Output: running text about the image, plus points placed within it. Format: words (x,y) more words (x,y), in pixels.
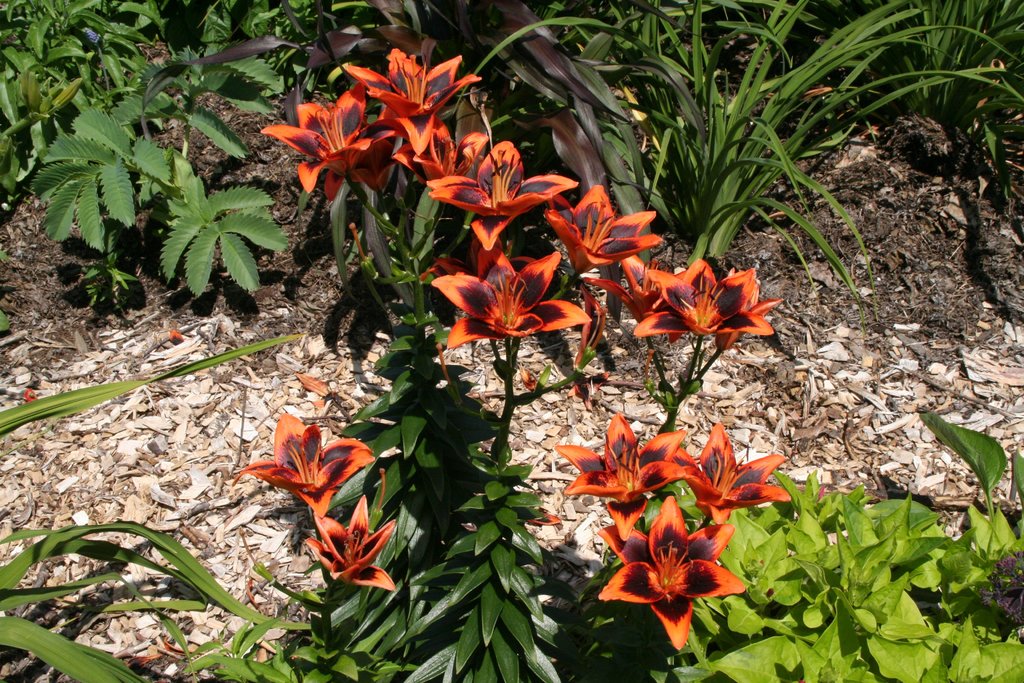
In this image we can see some flowers (601,279), plants (291,592), and wood chips (276,598).
